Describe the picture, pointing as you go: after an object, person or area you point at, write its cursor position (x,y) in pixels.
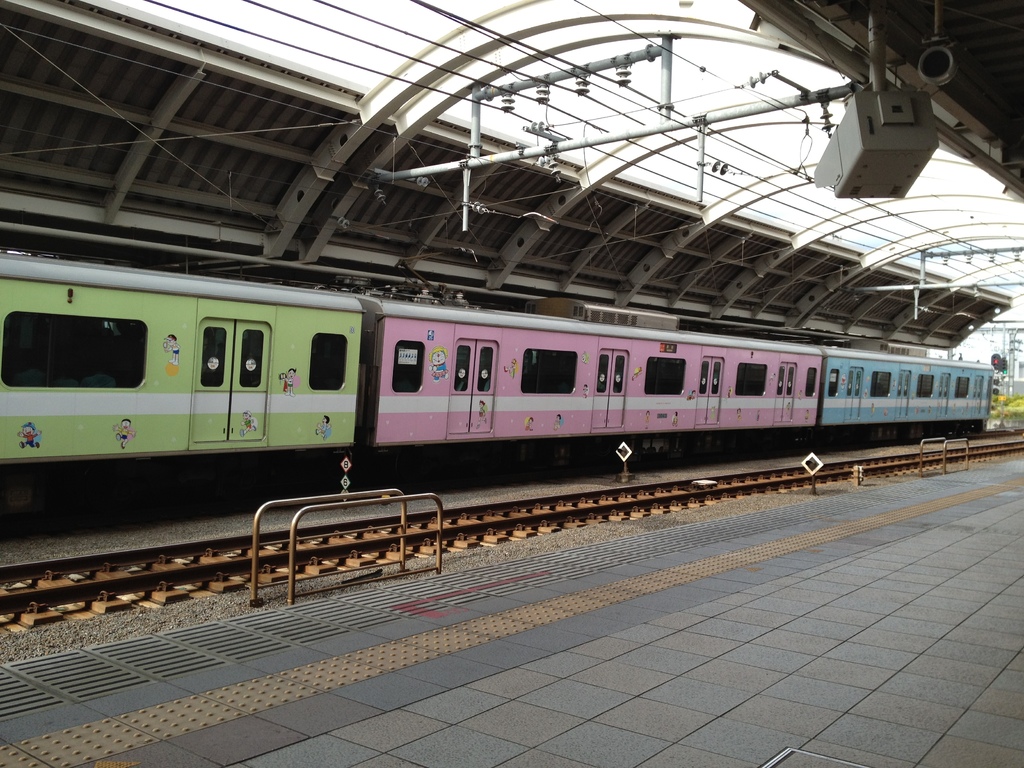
This is the picture of a train (564,337) on the train track (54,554) and around there are some poles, grills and some wires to the roof (286,135).
